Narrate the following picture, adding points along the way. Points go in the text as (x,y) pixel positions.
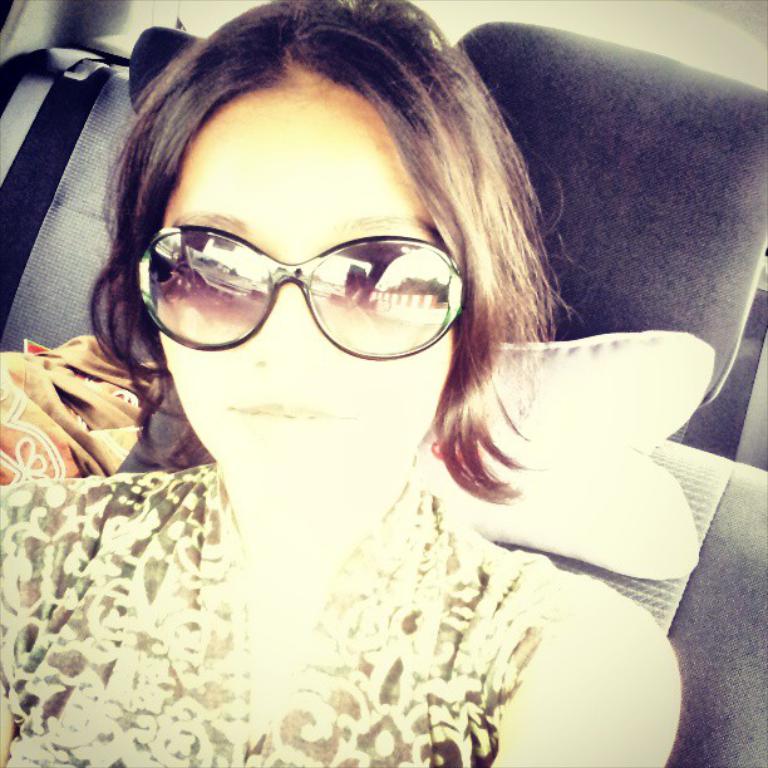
A beautiful girl (427,686) is sitting in the vehicle (571,567), she wore dress (503,618), spectacles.
